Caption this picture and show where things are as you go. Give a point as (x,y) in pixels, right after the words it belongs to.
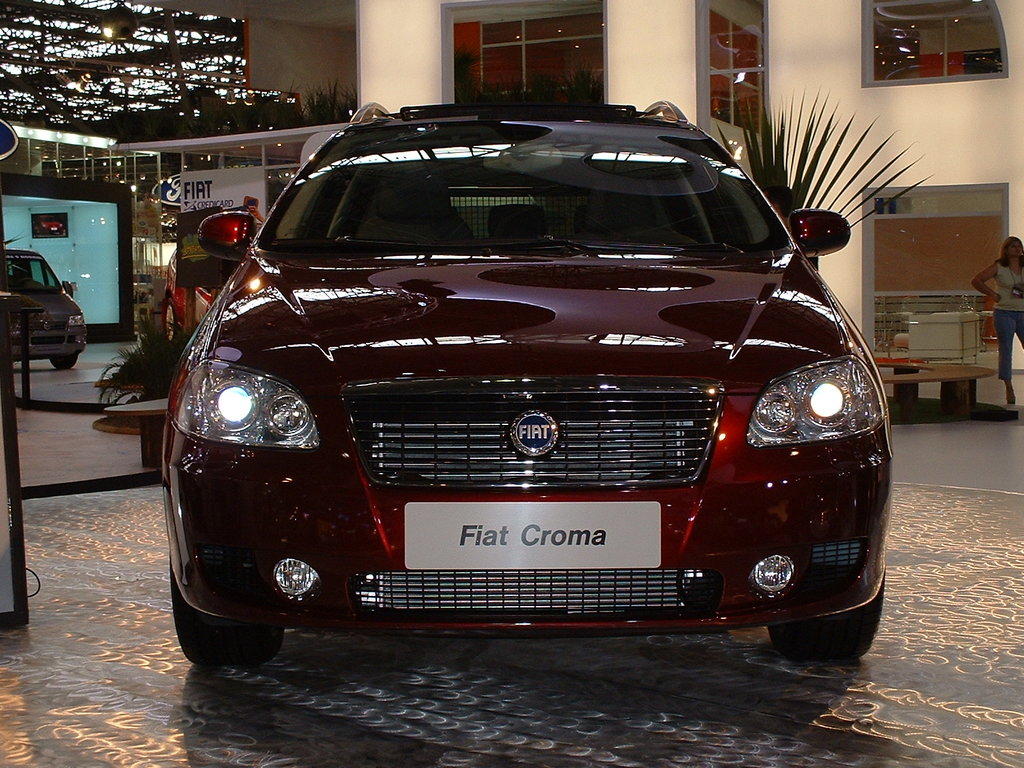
In this picture we can see a car (560,448). There is some text (469,543) visible on this car (427,510). We can see a woman (979,272) standing on the right side (1013,400). There is another car (41,340) visible on the left side (48,280). We can see a glass object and some things (921,332) on the right side (949,407). We can see a few plants (132,364) on the ground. There are a few plants (250,121) on a white surface (202,142). We can see a few glass objects (90,153), lights (264,97) and other things (99,186) in the background (207,208).
